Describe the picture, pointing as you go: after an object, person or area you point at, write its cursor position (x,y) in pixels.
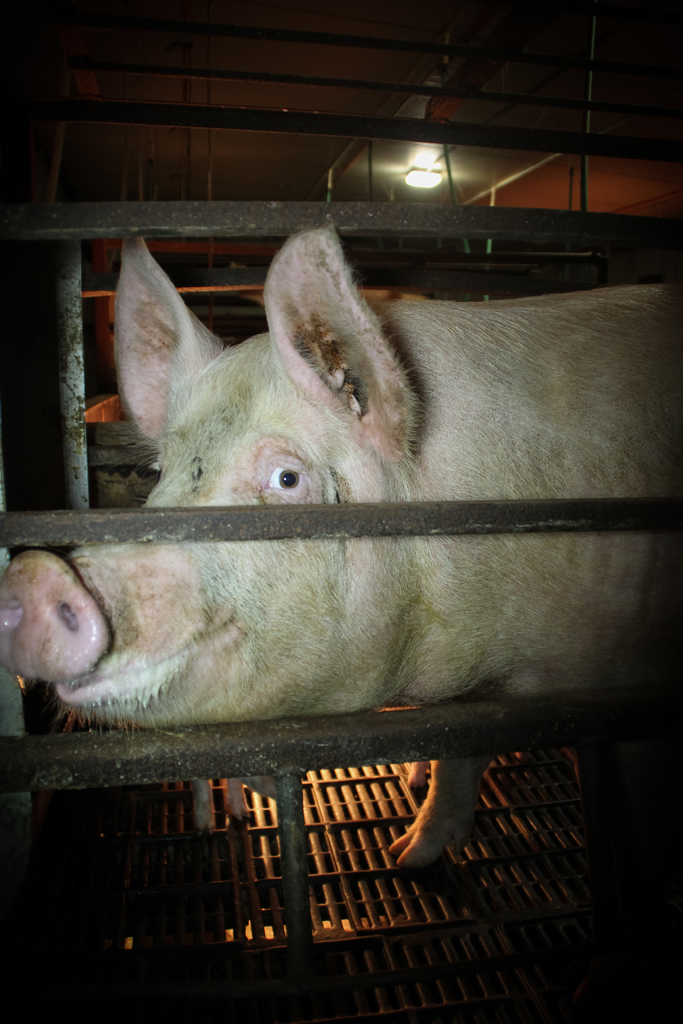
In this picture I can see a pig (152,702) and few iron frames (218,728), at the top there is a light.
